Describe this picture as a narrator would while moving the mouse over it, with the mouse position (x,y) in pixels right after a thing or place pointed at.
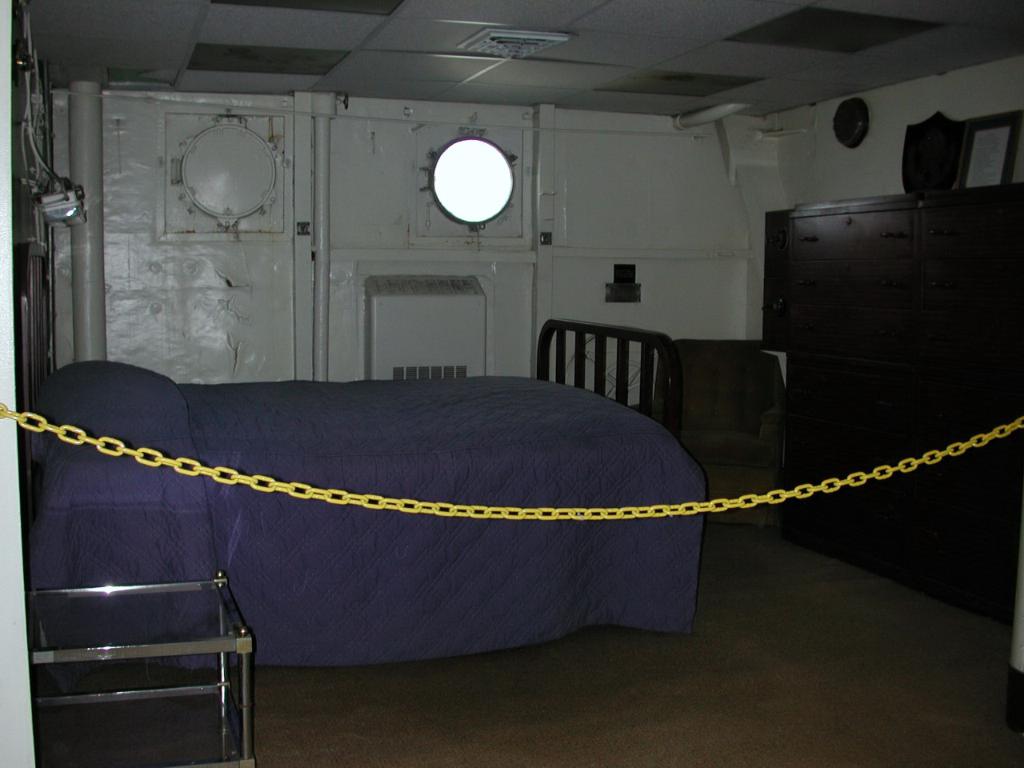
In this image we can see the bed (346,481) with a cloth (348,524), in front of the bed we can see the cupboard (854,392), on that there is a shield (932,157) and board (992,153) with paper (1001,156). And we can see the metal object (79,193), stand (143,683), light (56,197) and sky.
